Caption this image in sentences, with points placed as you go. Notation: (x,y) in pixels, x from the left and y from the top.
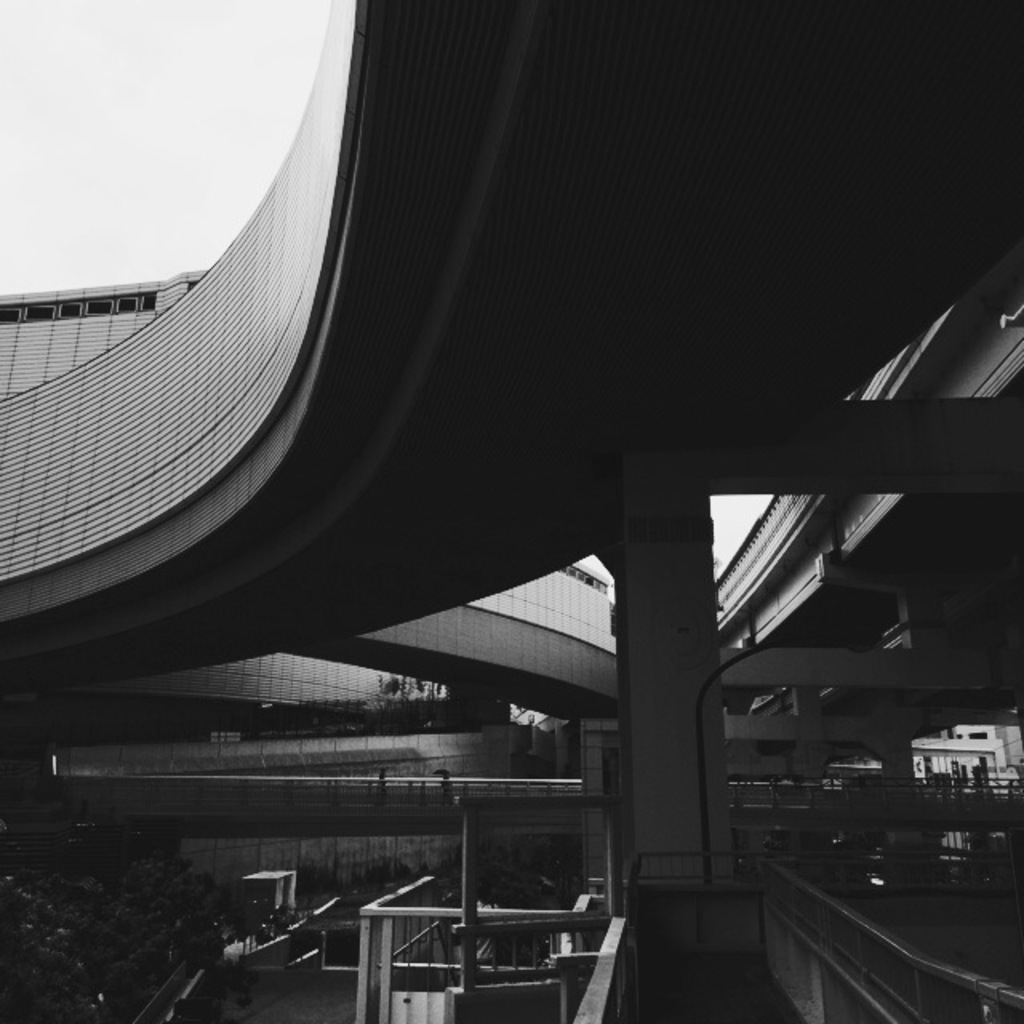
The picture consists of buildings (528,591), staircases (450,967), trees (204,919), people (974,773) and other objects (362,438). Sky (204,173) is cloudy.
